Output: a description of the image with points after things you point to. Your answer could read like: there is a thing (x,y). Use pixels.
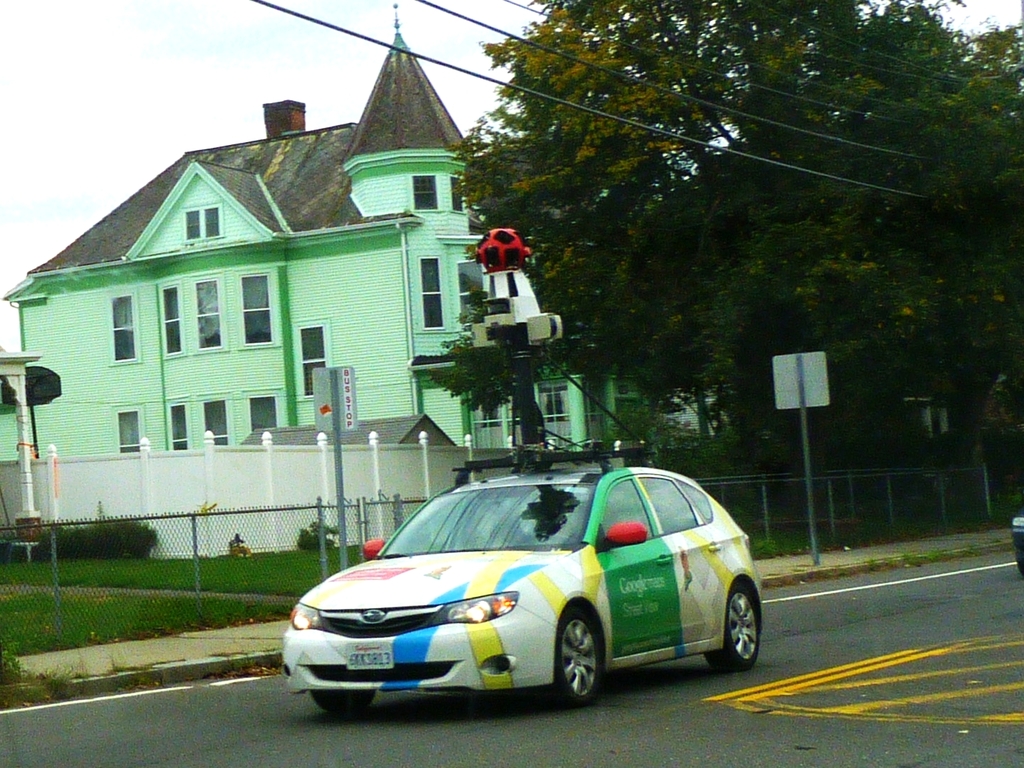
In the center of the image (507,456), we can see some vehicles (619,560) on the road (657,702) and in the background (174,500), there is a fence (314,495) and we can see a board (792,395), trees (642,198), wires (624,122), building (352,312) and there is a chimney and a pole (526,353). At the top (88,54), there is sky (133,107).
